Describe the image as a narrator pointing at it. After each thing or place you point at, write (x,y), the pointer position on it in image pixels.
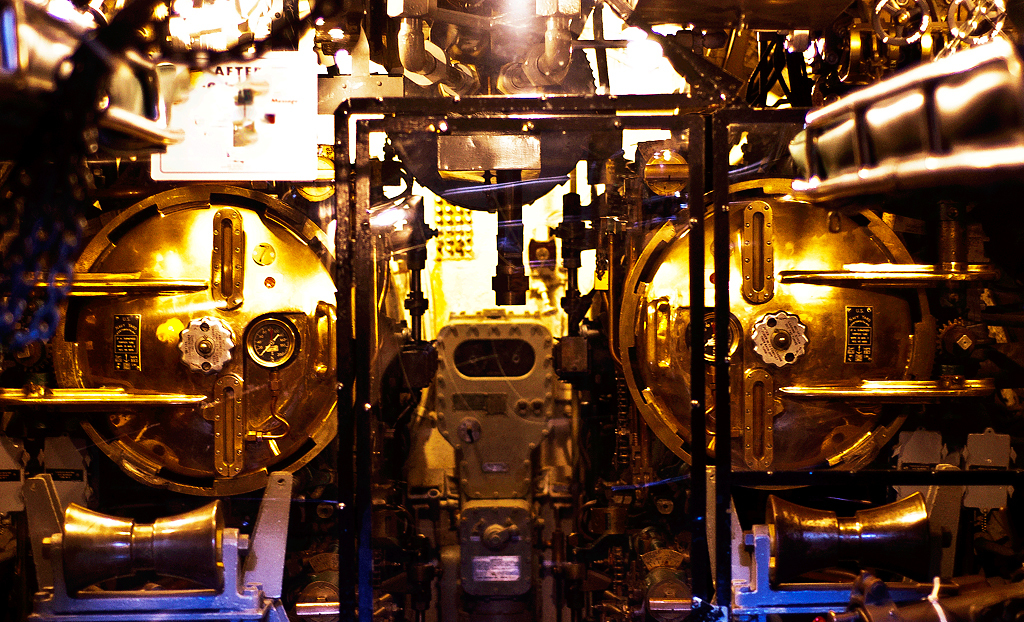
In this image there are machines (621,334). At the top (271,77) there is text (253,70) on the machine (250,72).
